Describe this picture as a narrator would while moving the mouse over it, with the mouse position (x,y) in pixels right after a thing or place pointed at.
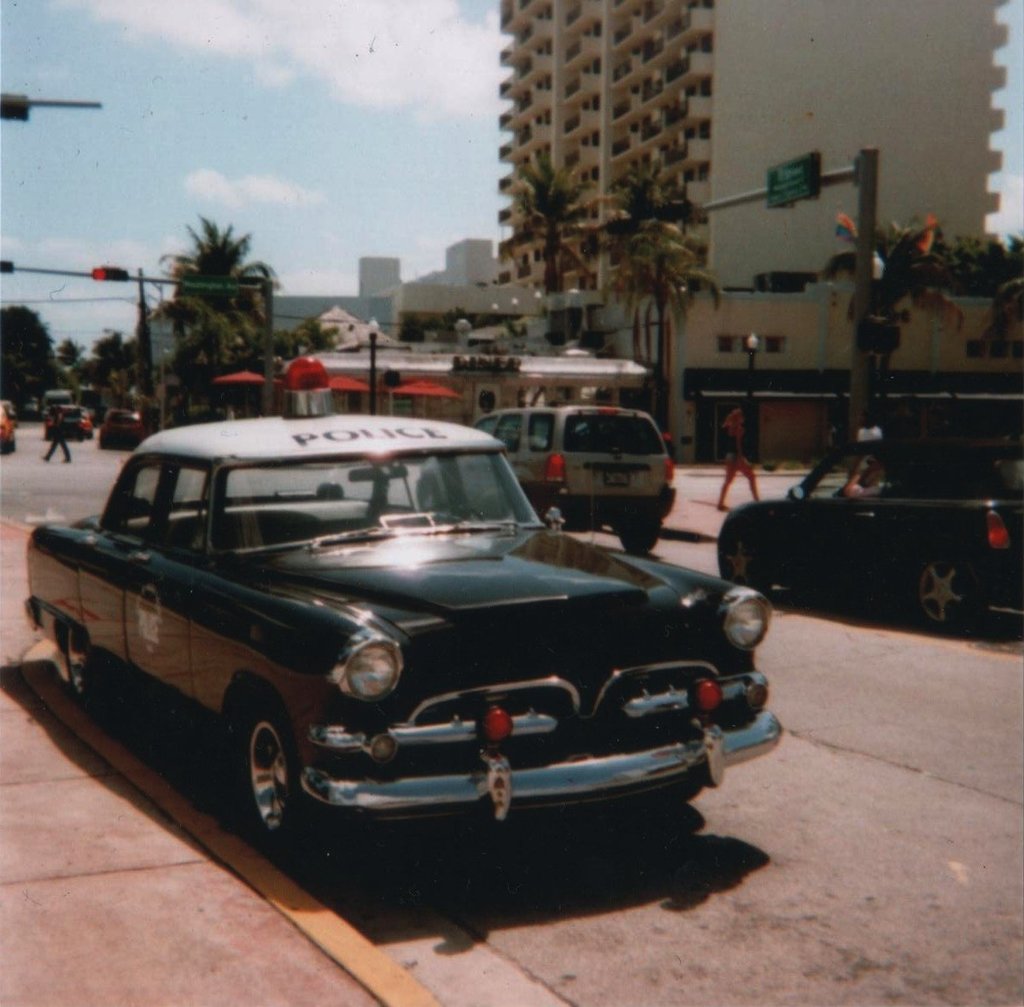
In the foreground of this picture (472,736), there is a car (433,649) on the road (802,663). In the background (920,488), there are vehicles (769,510) moving on the road (693,848), poles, trees (563,229), buildings (364,282), few persons (60,442) walking, sky (262,70) and the cloud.
